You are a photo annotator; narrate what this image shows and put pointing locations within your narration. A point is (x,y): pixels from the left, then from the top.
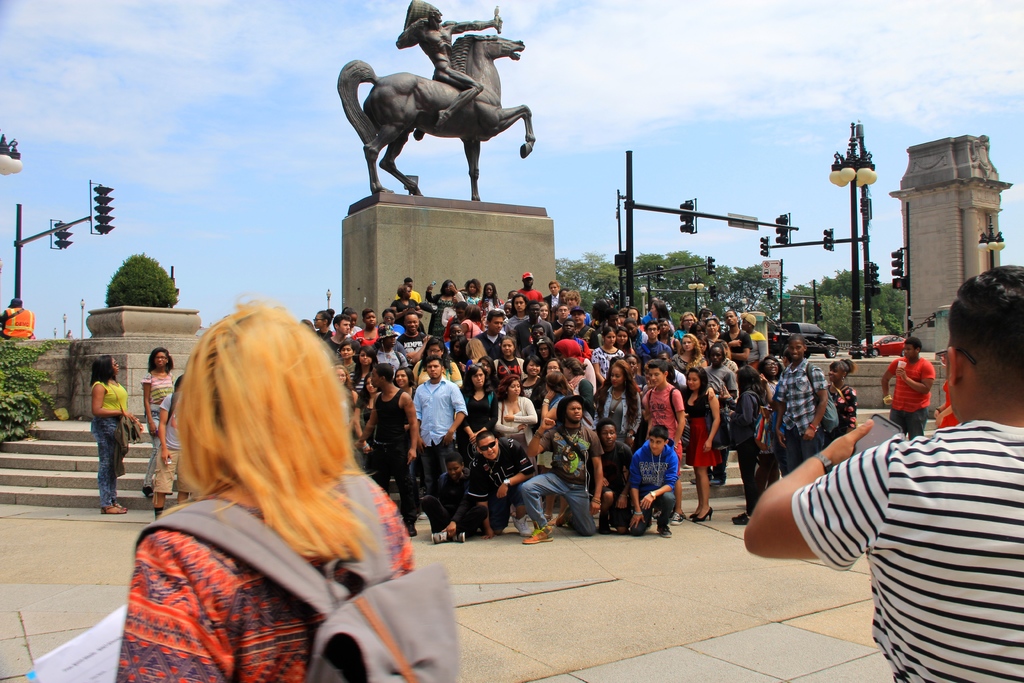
In the foreground (542,372), I can see a crowd (735,398) on the road (621,611) and on the steps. In the background (432,269), I can see a statue (504,237), light poles (702,287), pillars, trees (711,276), plants (170,297) and the sky (577,179). This image is taken, maybe in a day.
